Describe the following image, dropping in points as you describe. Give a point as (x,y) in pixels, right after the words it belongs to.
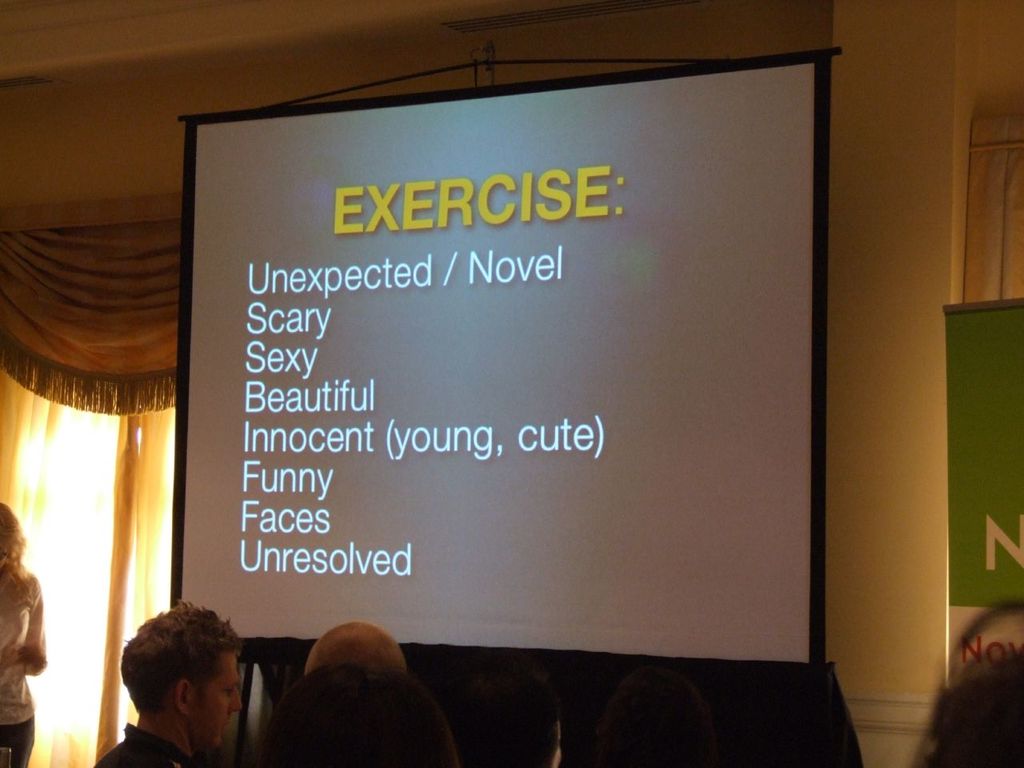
In this image we can see a projector (542,333) with some text (308,324), there are few people (226,620) and curtains (148,366), also we can see a board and the wall (904,224).
